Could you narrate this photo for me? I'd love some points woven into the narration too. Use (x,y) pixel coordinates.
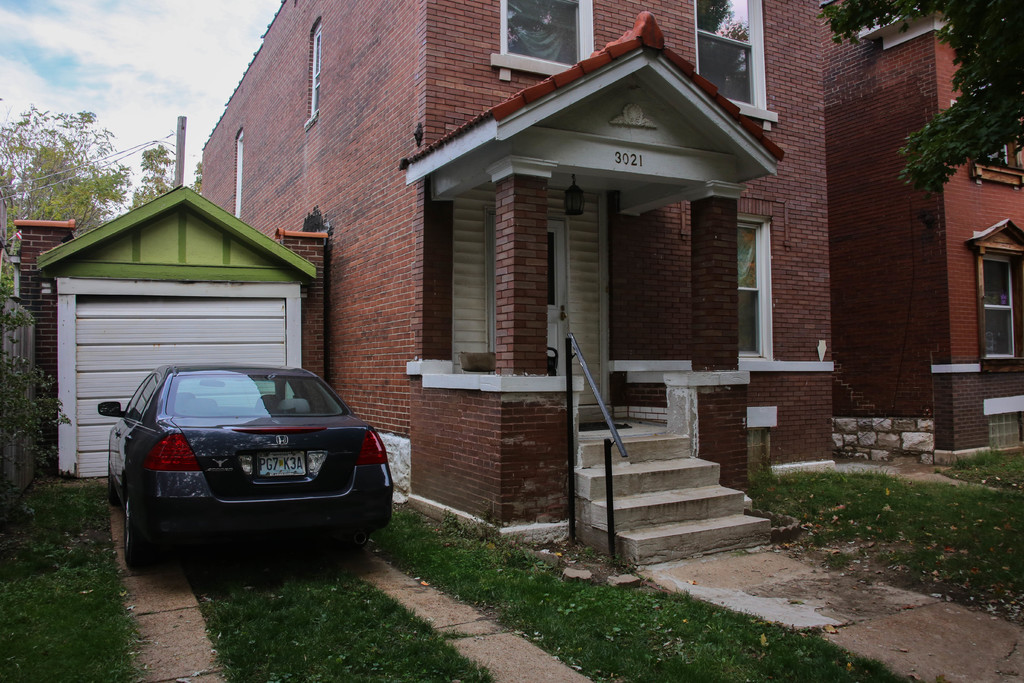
In this picture there is a house (480,285) in the center of the image (581,419) and there are stairs (669,497) in front of it and there are other houses (970,201) on the right (967,238) and left side of the image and there is grassland (531,634) at the bottom side of the image (808,665) and there are trees (65,188) in the background area of the image (15,210), there is a car (232,375) on the left side of the image (305,532).
